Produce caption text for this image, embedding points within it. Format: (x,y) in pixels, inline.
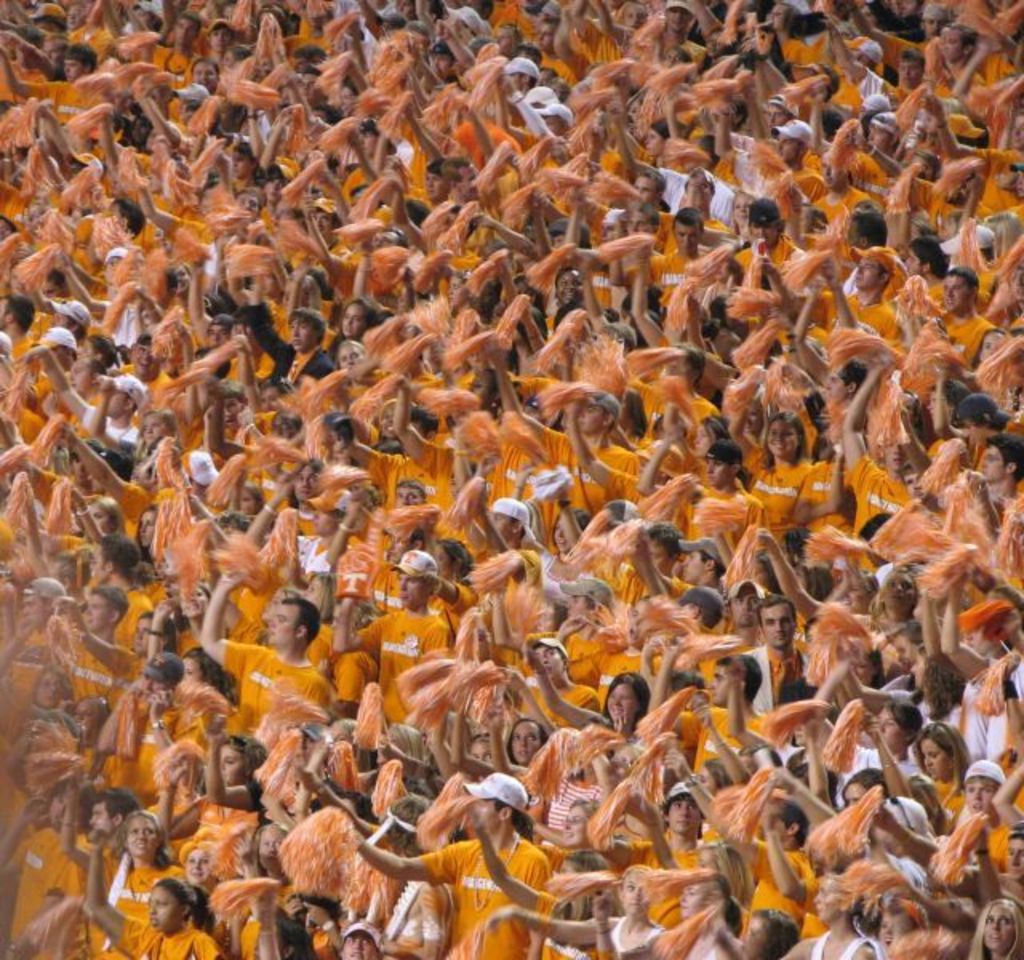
In this image we can see many people (407,419). Some are wearing caps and some are holding something in the hands (774,786).
